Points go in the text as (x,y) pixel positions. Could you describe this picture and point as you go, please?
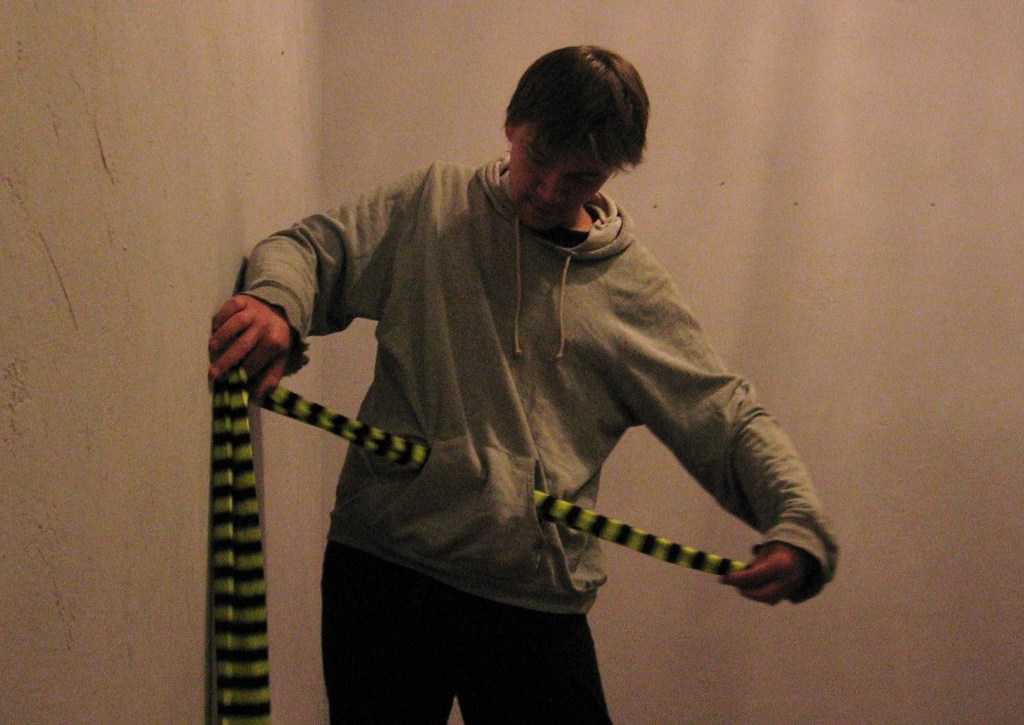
In this image there is a person (474,345) holding a scarf (242,627) and there is a wall (135,325).
